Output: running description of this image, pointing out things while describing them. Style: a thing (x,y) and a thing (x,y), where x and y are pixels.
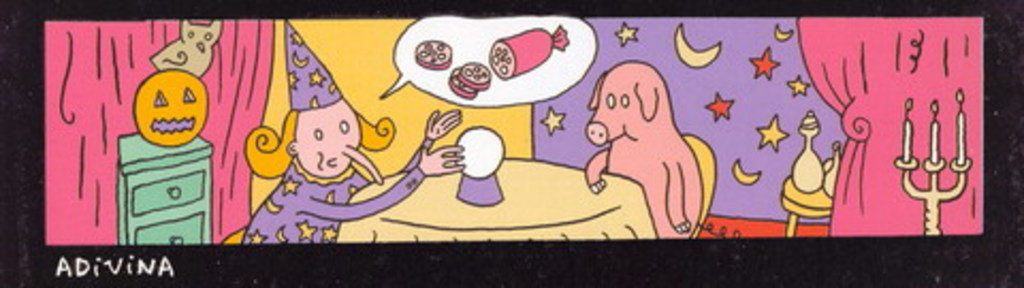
In the picture we can see a painting (958,232) with a cartoon play with a table (538,209) and near to it, we can see a woman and a pig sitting and besides, we can see a wall (727,210) with some painting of stars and the moon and besides we can see some curtain (233,65) on the wall (744,208) and a candle stand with candles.
